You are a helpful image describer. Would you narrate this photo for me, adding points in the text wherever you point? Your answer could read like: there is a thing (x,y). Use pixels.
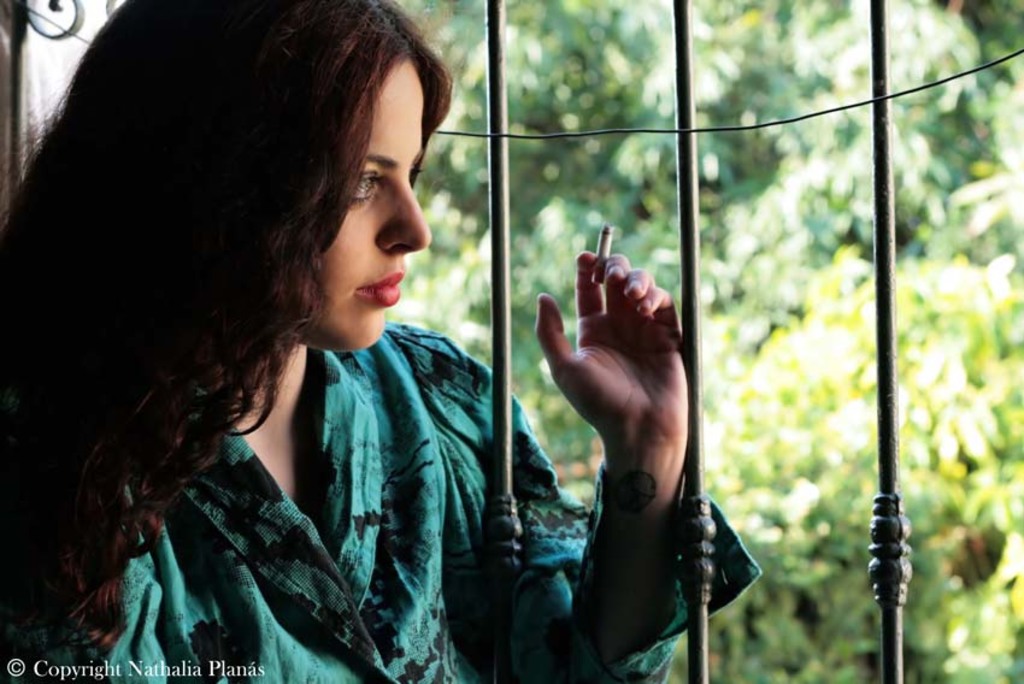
In this image we can see a woman (421,249) holding cigarette (601,250) in one of the hands (611,274). In the background (546,190) there are grills (498,127) and trees (725,122).
